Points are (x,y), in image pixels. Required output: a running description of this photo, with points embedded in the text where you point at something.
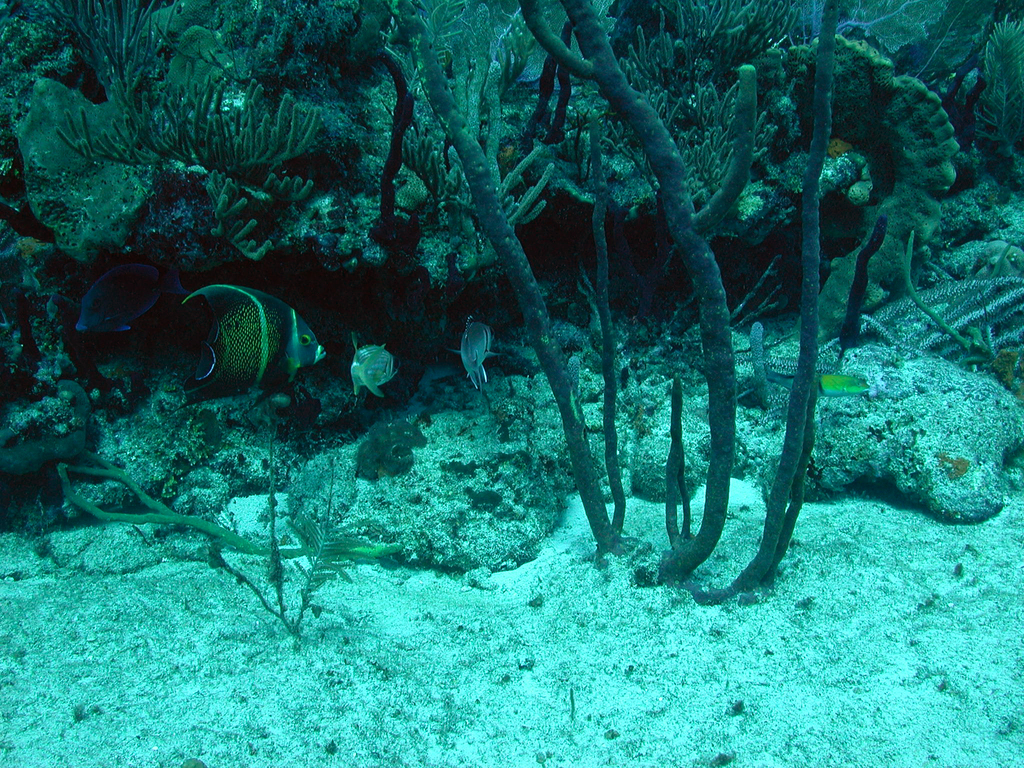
In this image we can see the Underwater environment (390,294), some fishes (114,283) under the water (298,429), some plants (992,312) and bushes (311,572) under the water (173,555).
